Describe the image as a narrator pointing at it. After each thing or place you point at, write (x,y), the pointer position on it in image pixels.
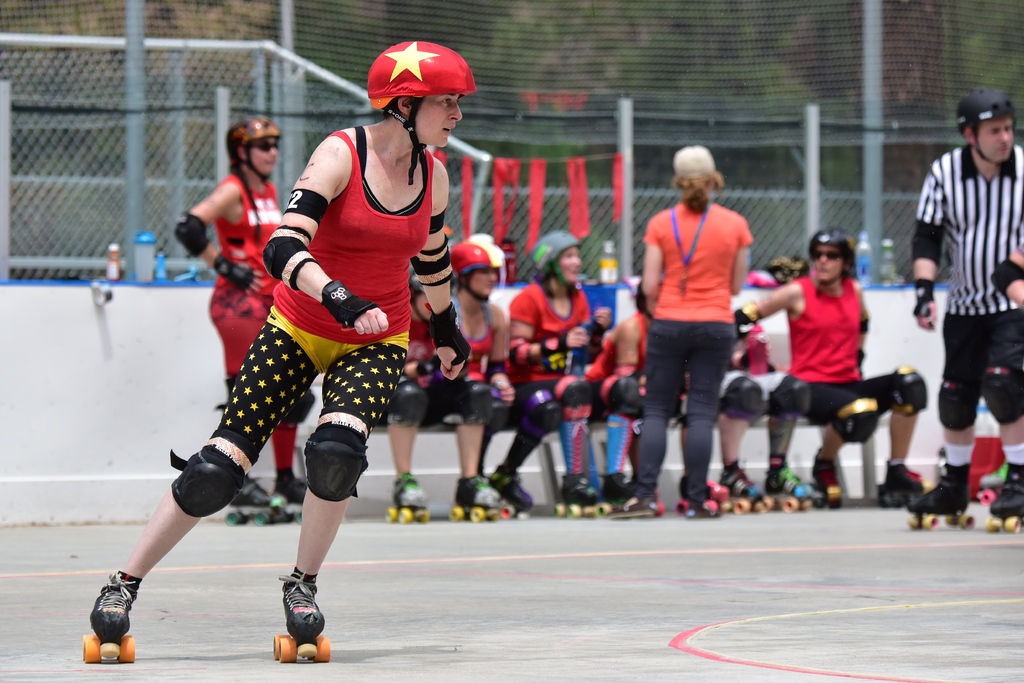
In this image we can see the persons (406,353) skating on the surface (591,608). In the background (535,398) we can see the people (483,311) wearing the helmets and also the roller skates (399,511) and sitting. We can also see the wall (124,332), bottle (143,268) and also the fence (231,102). We can also see the red color ribbons (617,195) and also a pole (627,185).
